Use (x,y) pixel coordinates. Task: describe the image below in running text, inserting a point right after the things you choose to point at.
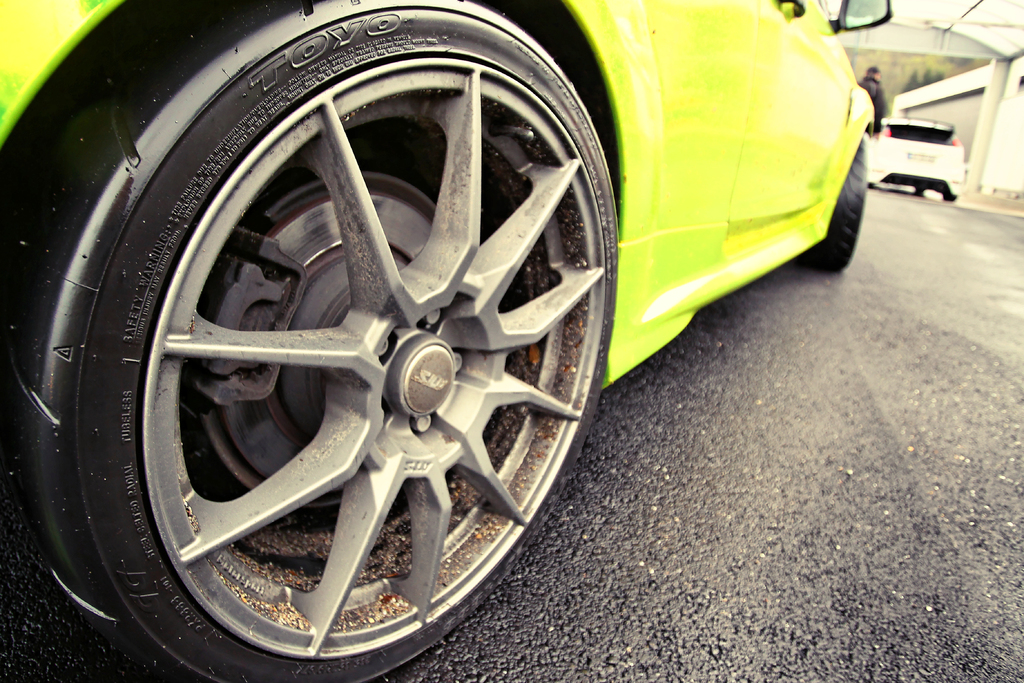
In the foreground of the picture (542,146) there is a car (499,142) on the road (791,469). The background (900,72) is blurred. In the background (937,73) there are trees (934,70), buildings (968,104), car (925,130) and a person (873,80).
